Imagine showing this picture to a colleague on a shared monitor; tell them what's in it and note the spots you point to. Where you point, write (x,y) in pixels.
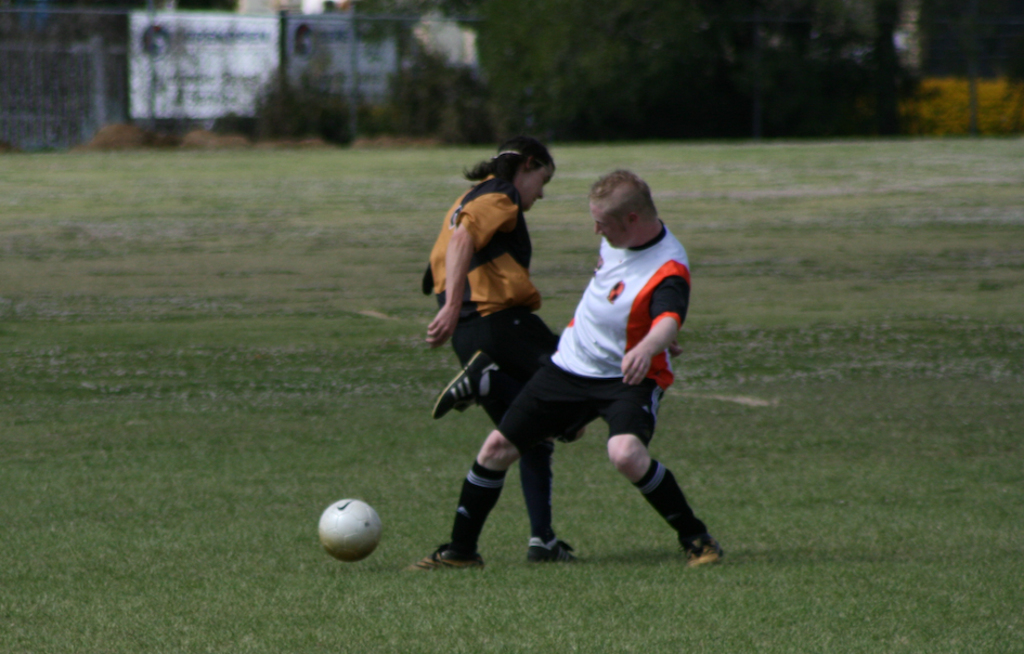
This image is taken outdoors. At the bottom of the image (366,599) there is a ground (112,378) with grass (715,339) on it. In the background (532,71) there are a few trees (492,82) and plants (320,104) with leaves (556,86), stems (499,85) and branches (532,72). In the middle of the image (523,322) two persons (513,333) are playing on the ground (640,523) with a ball (353,526).
